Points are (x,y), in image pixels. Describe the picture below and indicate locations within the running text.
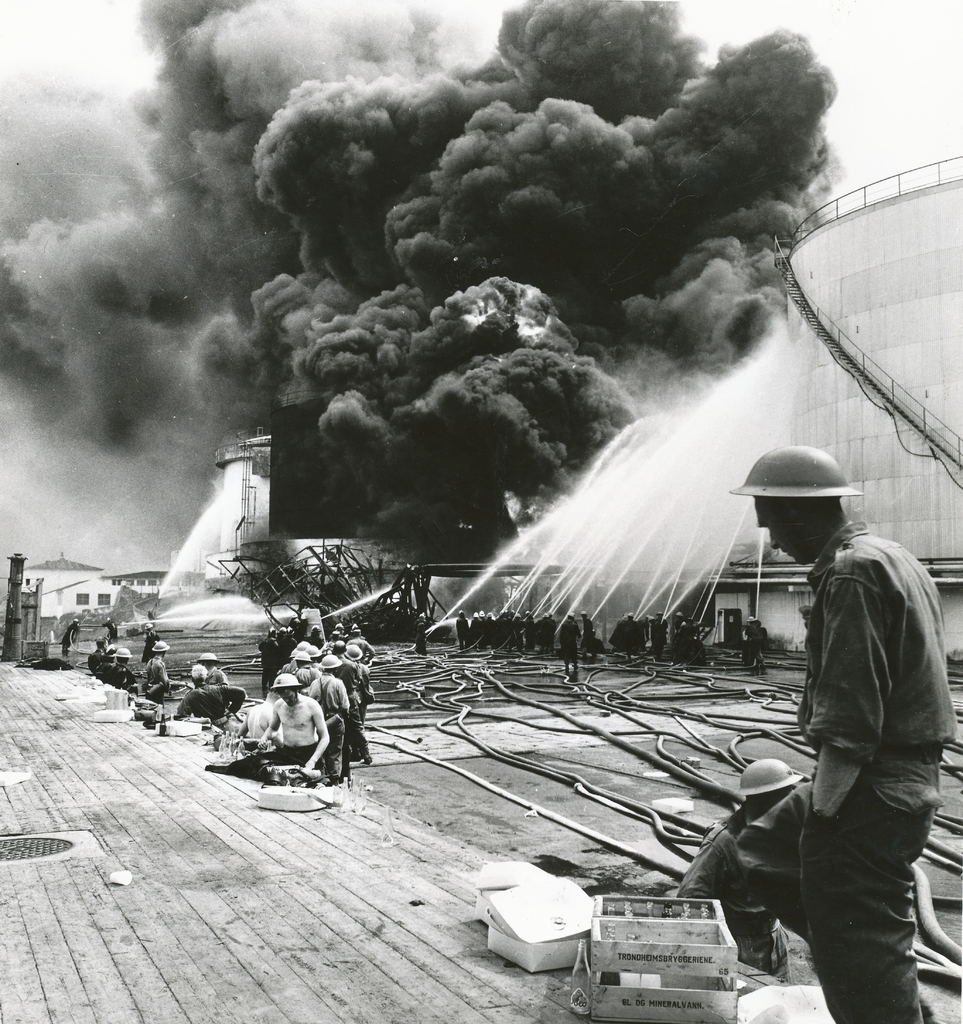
At the right corner of the image (859,798) there is a man (822,564) with a helmet (781,460) on his head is standing. In front of him there is a floor (404,902) with few items (652,1009) on it. At the bottom left of the image (191,745) there is a floor (191,745). In front of that wooden floor (198,760) there are few people (148,674) standing with the helmets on their heads (304,665). In the background (514,630) there are few people (615,632) watering on the fire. And also there is a smoke (393,291) in the background (479,375). At the right corner of the image (894,295) there is a wall (865,309) with railings (787,242) and steps (903,422).
